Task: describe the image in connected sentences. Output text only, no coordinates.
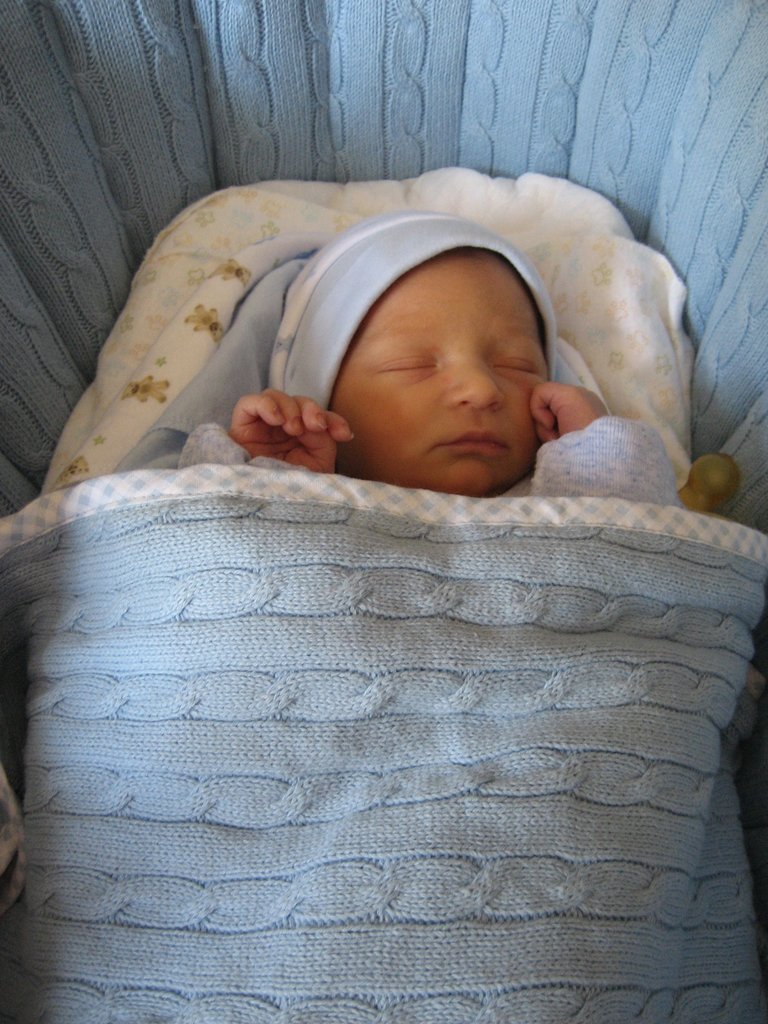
In the center of the image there is a baby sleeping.
